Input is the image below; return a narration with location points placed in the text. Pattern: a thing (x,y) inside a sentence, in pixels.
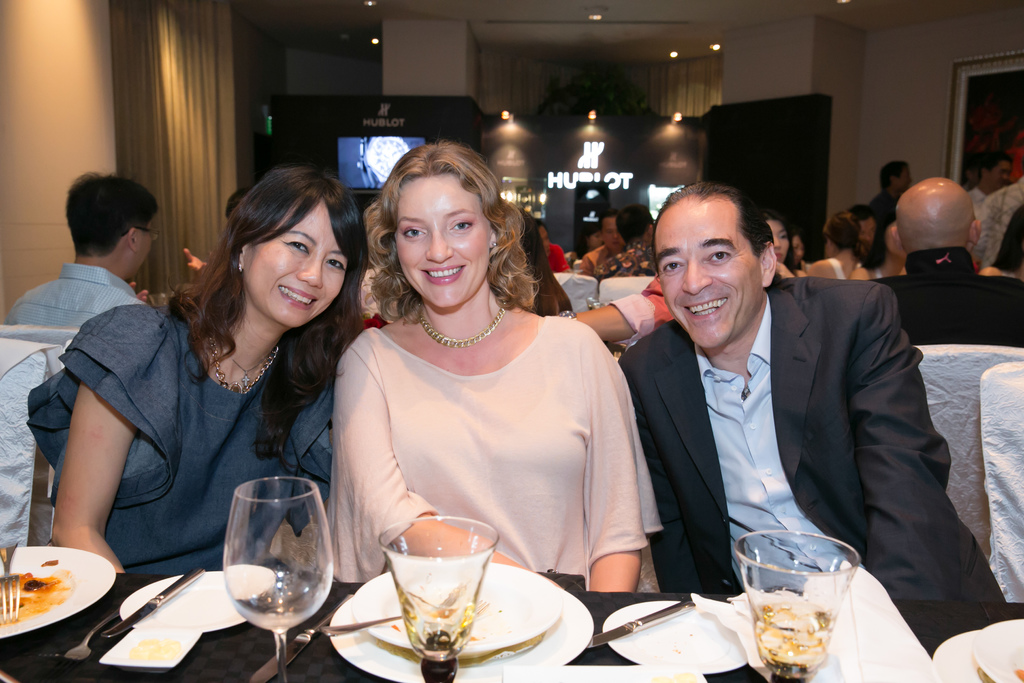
In this image I can see the group of people (502,390) sitting in-front of the table (227,672). These people (108,496) are wearing the different color dresses (345,471). On the table (230,644) I can see the plates (407,662), glasses (277,674), knives (265,677), spoons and forks (84,645). These plates (472,631) are in white color. In the background (639,155) I can see the screen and the board (502,154). I can also see the curtain (179,13) and lights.
